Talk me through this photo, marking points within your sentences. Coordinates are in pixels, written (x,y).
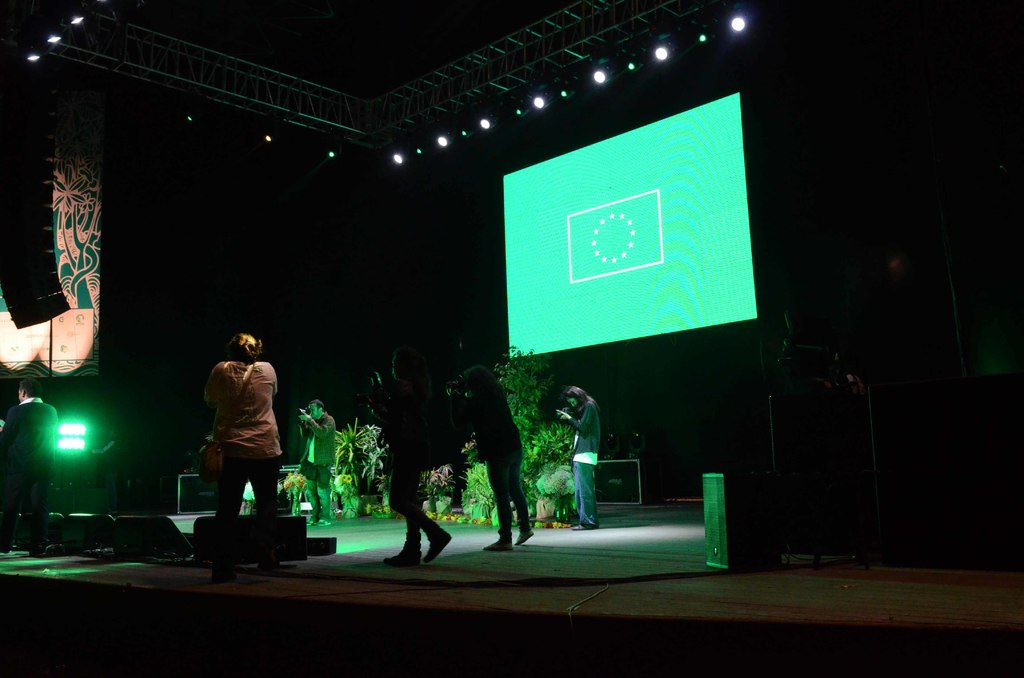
In this image we can see a few people (313,523) on the stage (365,530), some of them are taking pictures, there are some frame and lights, we can see a speaker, and some plants (478,483), there are some other objects (1012,412) on the stage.
